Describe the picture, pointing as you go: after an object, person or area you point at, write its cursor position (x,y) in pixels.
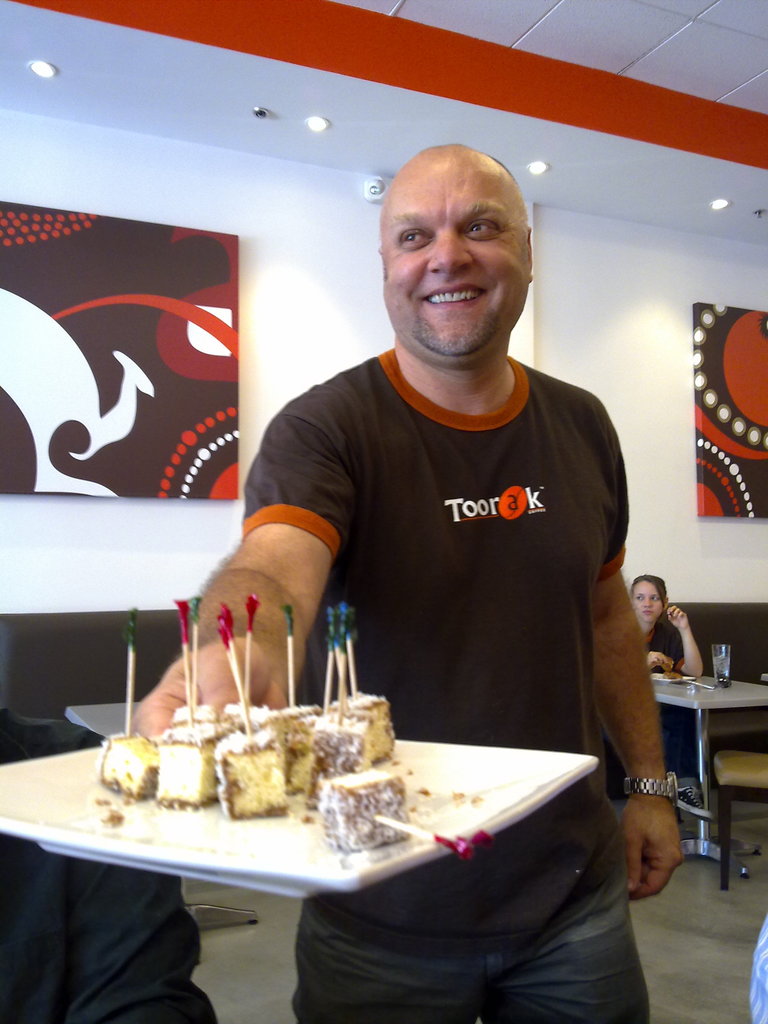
In the image we can see a man (471,538) standing wearing clothes (583,791) and a wrist watch (652,792), man (655,799) is holding a plate (114,808) in his hand (149,732), in the plate (93,805) there is a food item (213,746). This is a frame (152,420), floor (678,906), chair (735,757), table (701,718), glass (727,673) and a light (319,118). This man (347,562) is smiling and even there are other people (647,621) sitting.
